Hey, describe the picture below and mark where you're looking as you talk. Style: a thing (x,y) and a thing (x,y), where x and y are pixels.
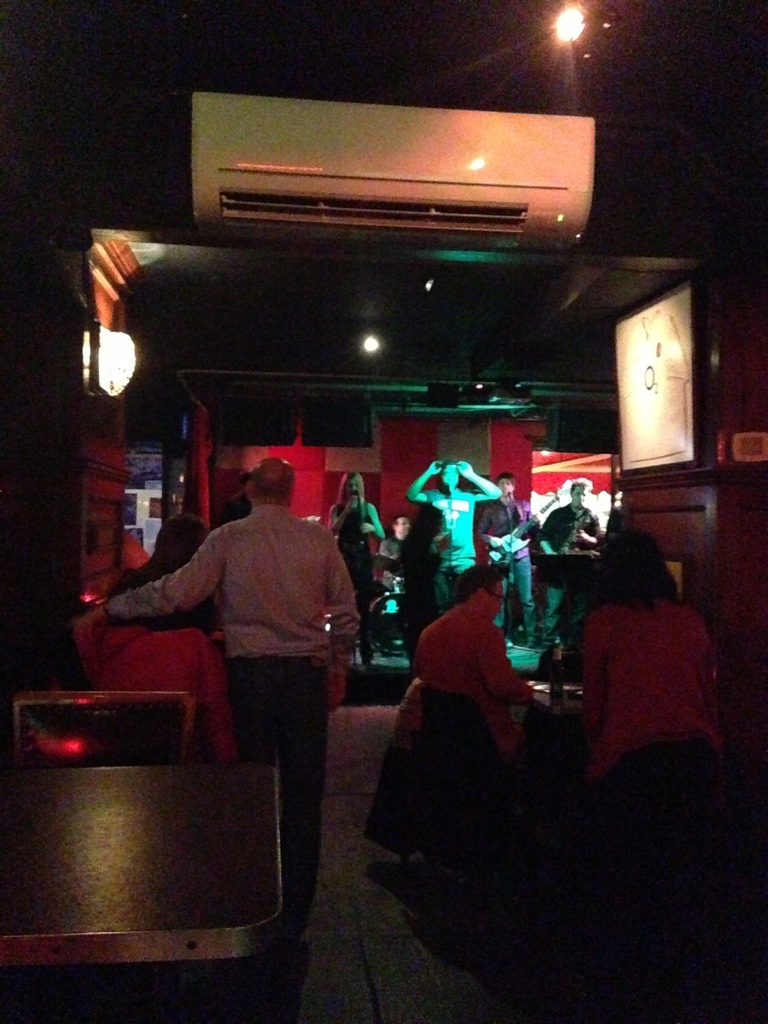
In this image, we can see persons (499,514) wearing clothes (681,701). There is a shelter (515,335) in the middle of the image (365,361). There is a light (573,15) in the top right of the image (582,27). There is a table (159,808) in the bottom left of the image (130,887).
